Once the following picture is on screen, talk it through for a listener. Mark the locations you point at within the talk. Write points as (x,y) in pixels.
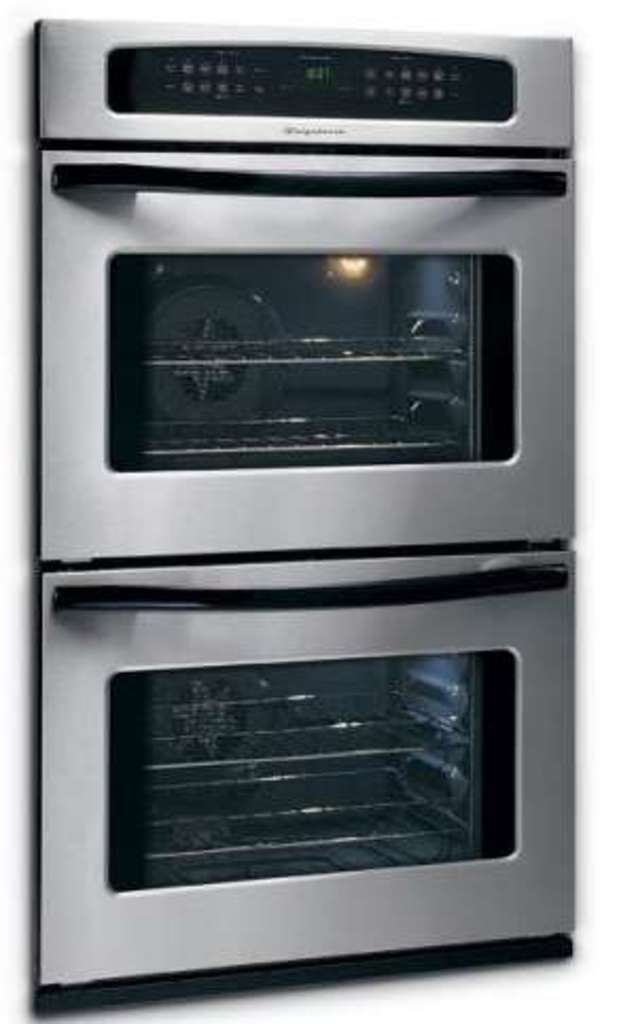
In this image there are two ovens (223,624). Above them there are buttons (225,70) and a digital display board (320,84). There are grills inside the oven (255,810).
